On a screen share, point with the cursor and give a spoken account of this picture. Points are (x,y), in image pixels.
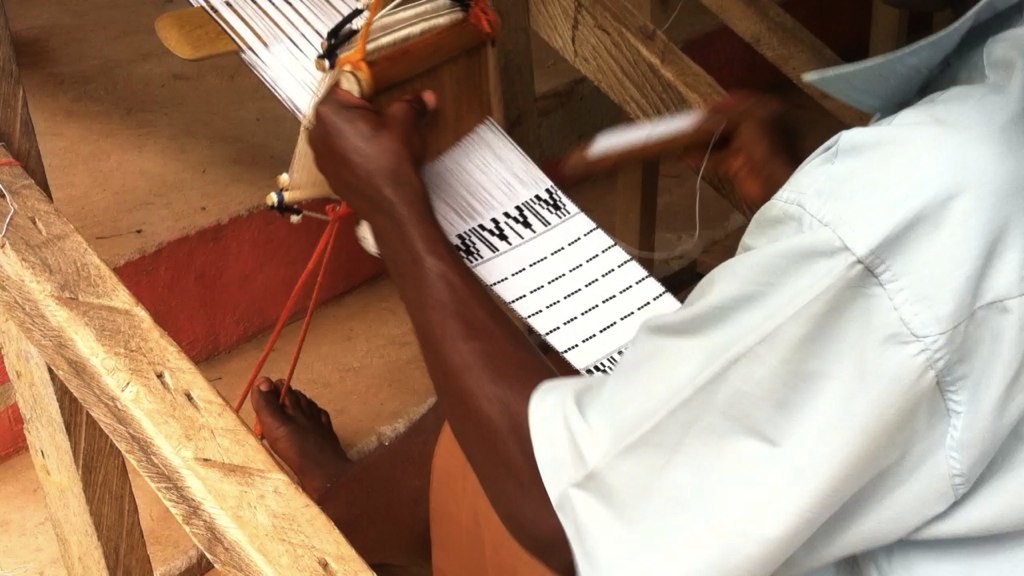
On the right side (1000,368), we see a man (842,410) in the white shirt (864,360) is sitting and I think he is weaving the cloth (552,207). On the left side (183,415), we see the wooden objects (80,350). At the bottom (358,423), we see the stairs (375,369). In the background (592,58), we see the wooden objects (689,79).
